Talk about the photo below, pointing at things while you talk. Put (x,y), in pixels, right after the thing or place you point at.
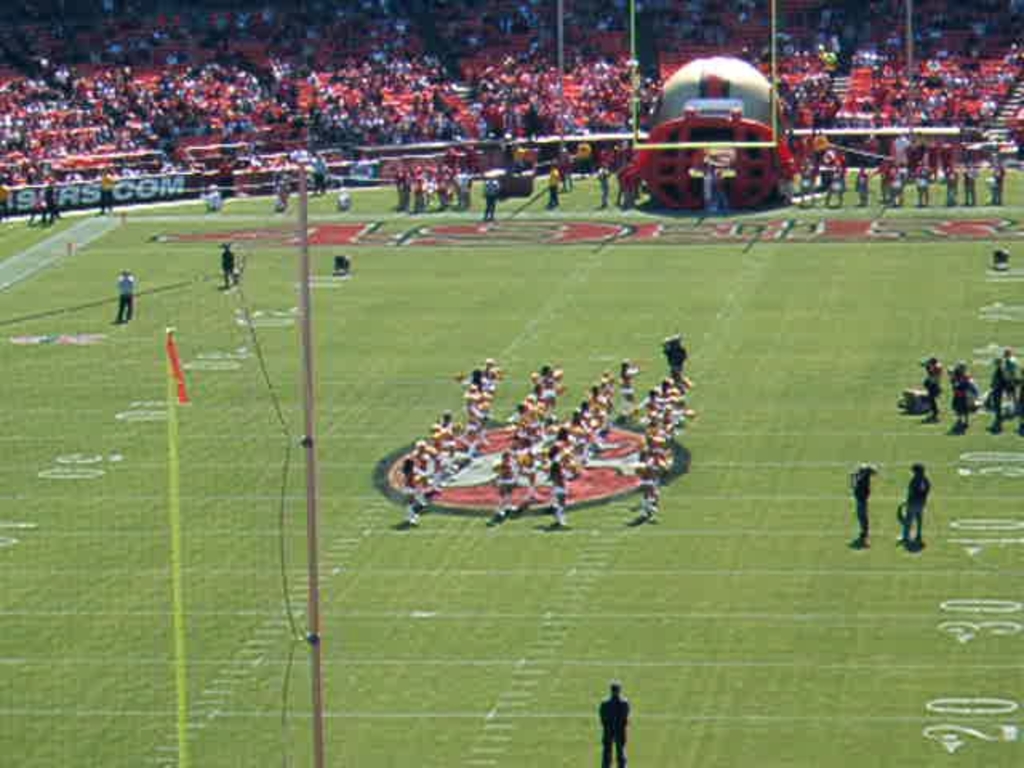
In the picture we can see a playground (658,506) with green color carpet (815,506) and on it we can see some people (813,185) in the sportswear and in the background (1,83), we can see some poles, wall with advertisements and behind it we can see an audience (930,96) sitting in the chairs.
